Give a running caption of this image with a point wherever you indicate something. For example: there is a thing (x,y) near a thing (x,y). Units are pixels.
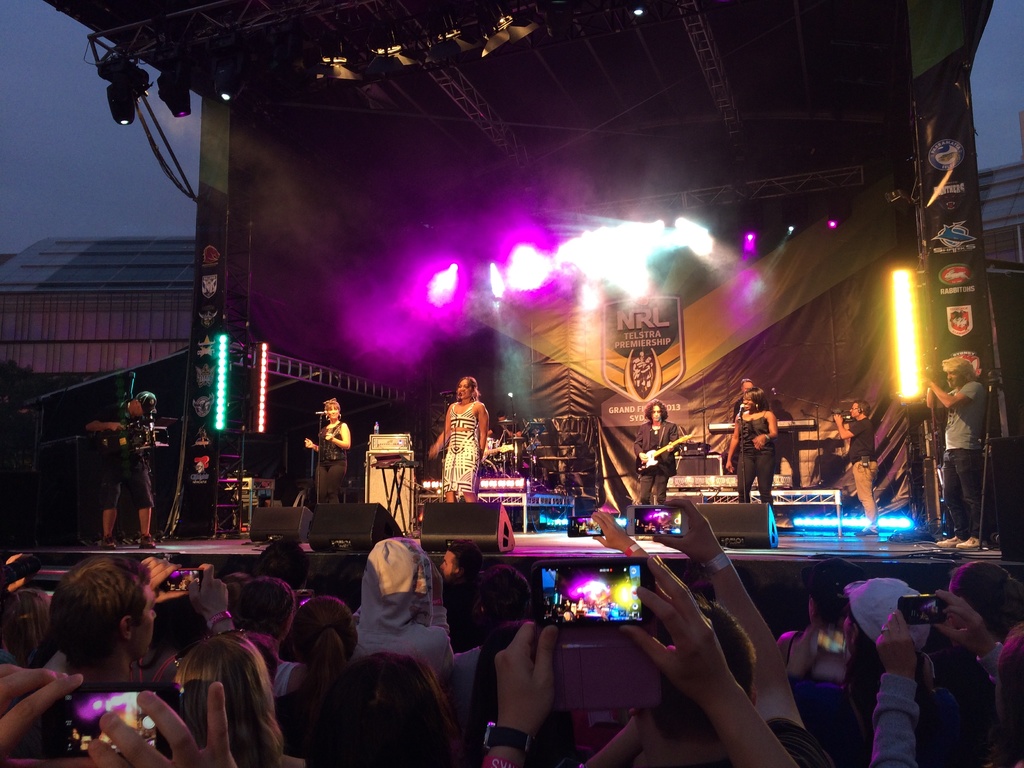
In this image i can see few people (206,756) recording the concert in their cell phones (632,591), i can see few people (458,456) standing on the stage (702,426), few of them are holding musical instruments (671,444) in their hand (645,459) and few of them are singing in front of microphone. In the background (461,308) i can see some colorful lights (430,305), sky (145,183) and a building (99,289).
